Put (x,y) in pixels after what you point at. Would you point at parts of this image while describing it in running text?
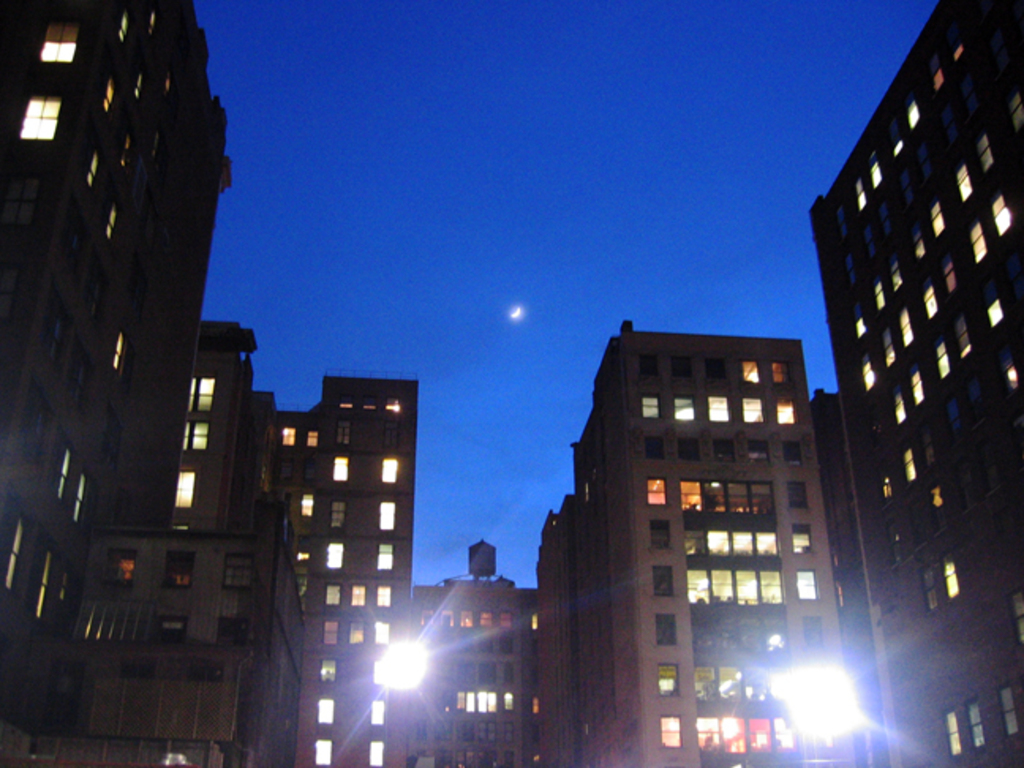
In this image I can see few buildings (411,484) and windows (389,504). I can see light-poles (801,675). The sky (452,130) is in blue color.
